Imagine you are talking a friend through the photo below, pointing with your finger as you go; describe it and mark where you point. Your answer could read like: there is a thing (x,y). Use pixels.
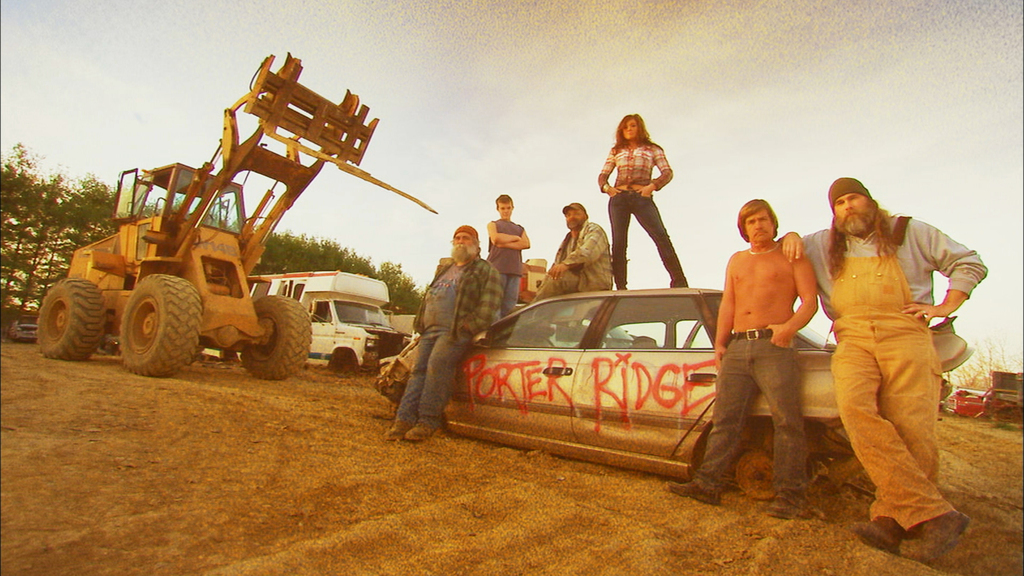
In this image there are a few people (805,310) standing on the surface (432,535) and on the car (596,301), on the car (577,372) there is some text (531,387) written, around them there are trucks (335,330) and cars (403,350), in the background of the image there are trees (23,292).
